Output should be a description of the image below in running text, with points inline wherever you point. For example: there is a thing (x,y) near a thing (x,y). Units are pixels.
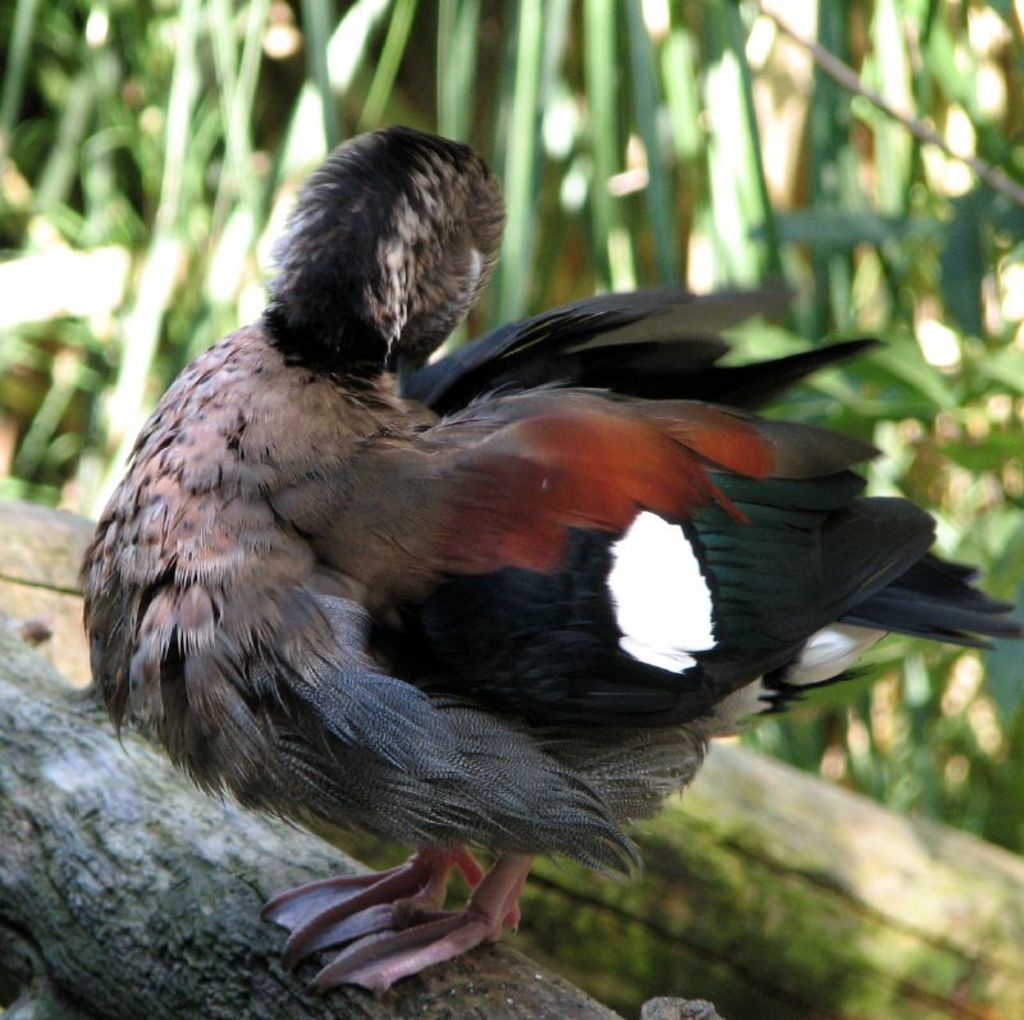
In this picture I can see a duck (432,729) on the tree bark (178,992) and I can see plants (596,172) in the background (451,97).
